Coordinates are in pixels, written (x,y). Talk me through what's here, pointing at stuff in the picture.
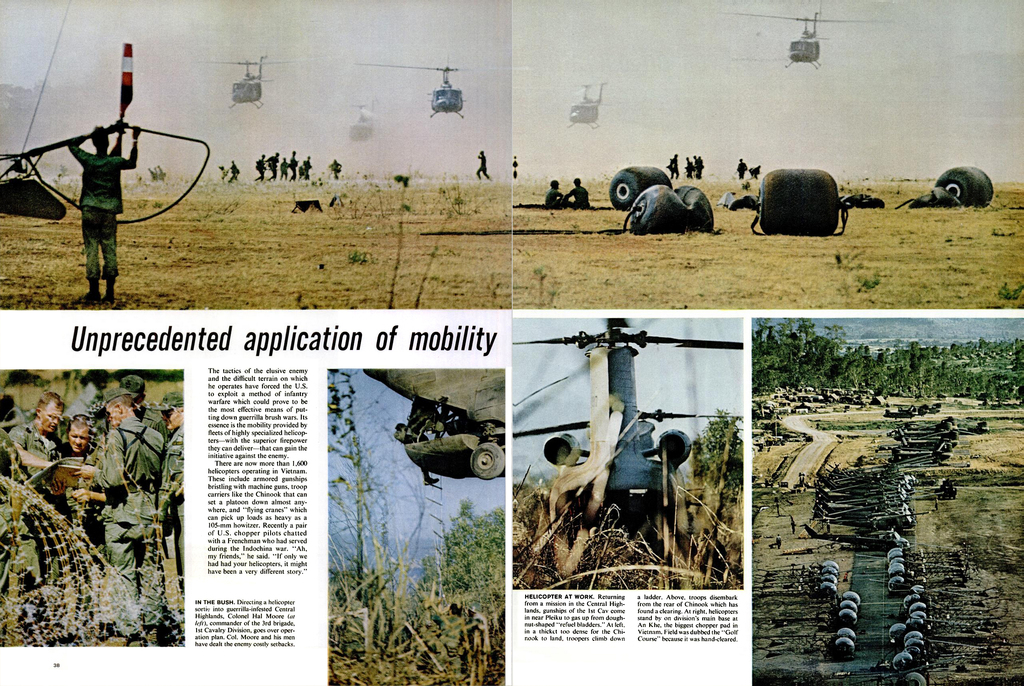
This is a collage image. in this image there are newspaper clippings (310,390) and there are few photos (243,282), in that photos (357,286) there are helicopters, people (83,216) and few objects (645,208).
